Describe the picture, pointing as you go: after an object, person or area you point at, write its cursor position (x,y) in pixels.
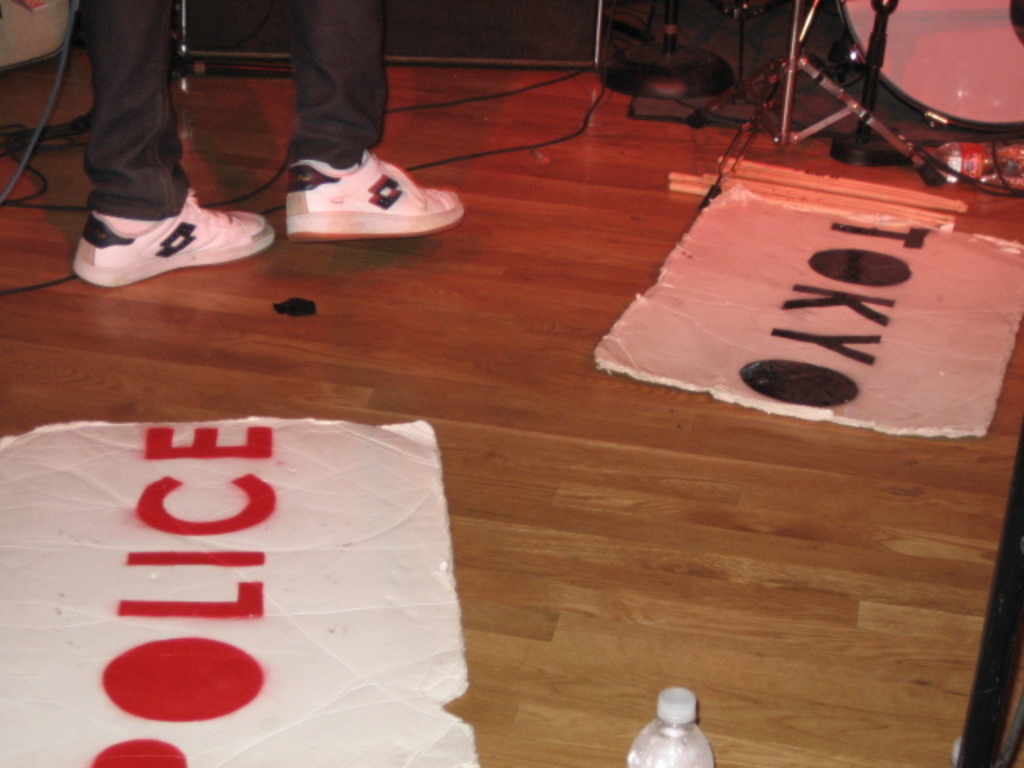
In this image we can see a legs (292,217) of a person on the surface (415,290), there are some objects (383,438) like drum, boards (884,408), bottles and other objects (921,197).
